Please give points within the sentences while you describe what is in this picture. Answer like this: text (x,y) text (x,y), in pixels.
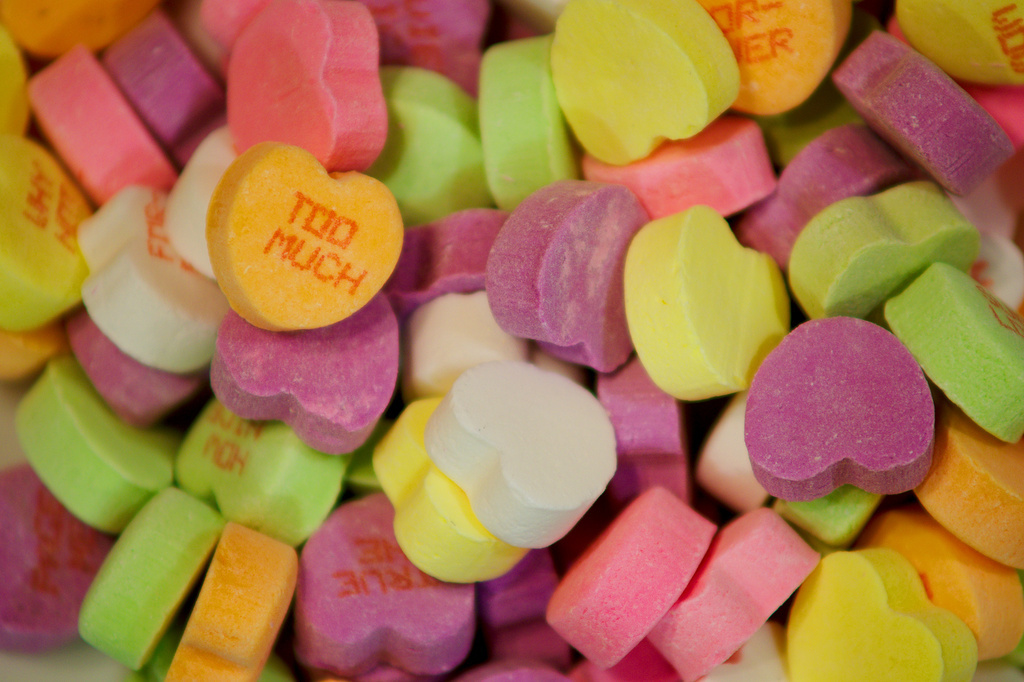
In this image we can see colorful candies (443,388). These candies (438,218) are in a heart shape.
